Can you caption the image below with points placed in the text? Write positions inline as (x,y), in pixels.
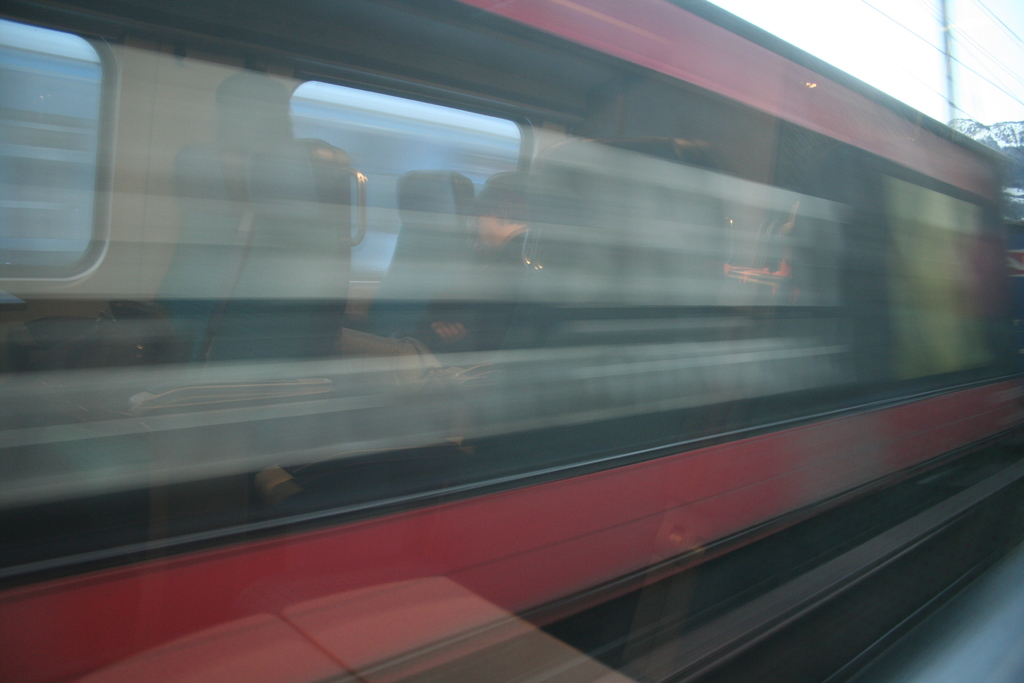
In this image I can see a train (724,398) on the platform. In the background (909,59) I can see a pole (947,44), wires (923,39) and the sky (926,95). This image is taken may be on the platform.
